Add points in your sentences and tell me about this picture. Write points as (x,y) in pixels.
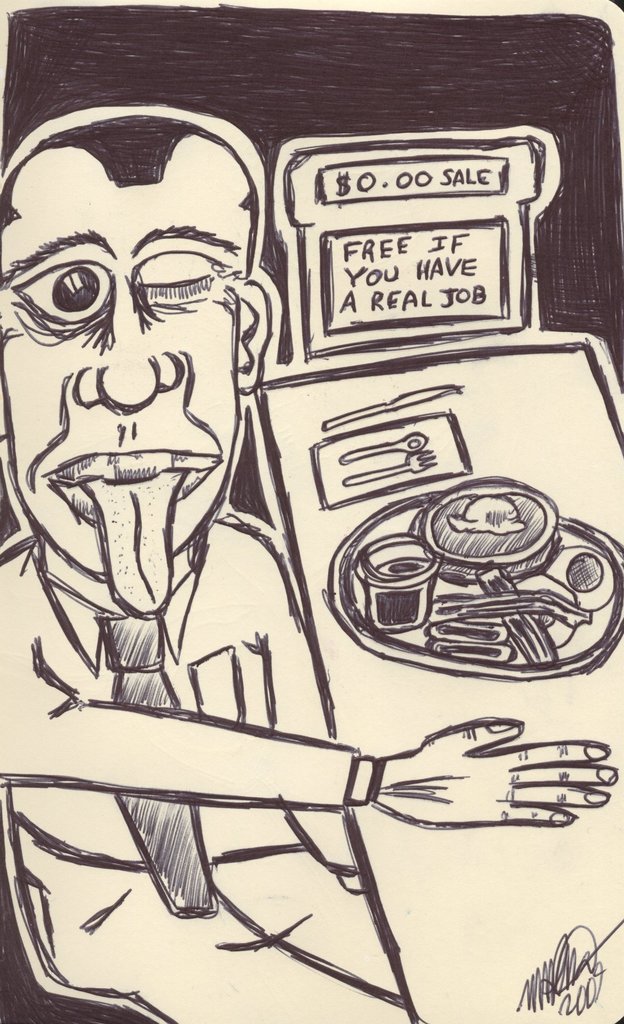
This picture is consists of a sketch (246,430), which includes a man (264,659) who is sitting in front of a table (388,693) and there are food items (441,601) on the table (614,454).
